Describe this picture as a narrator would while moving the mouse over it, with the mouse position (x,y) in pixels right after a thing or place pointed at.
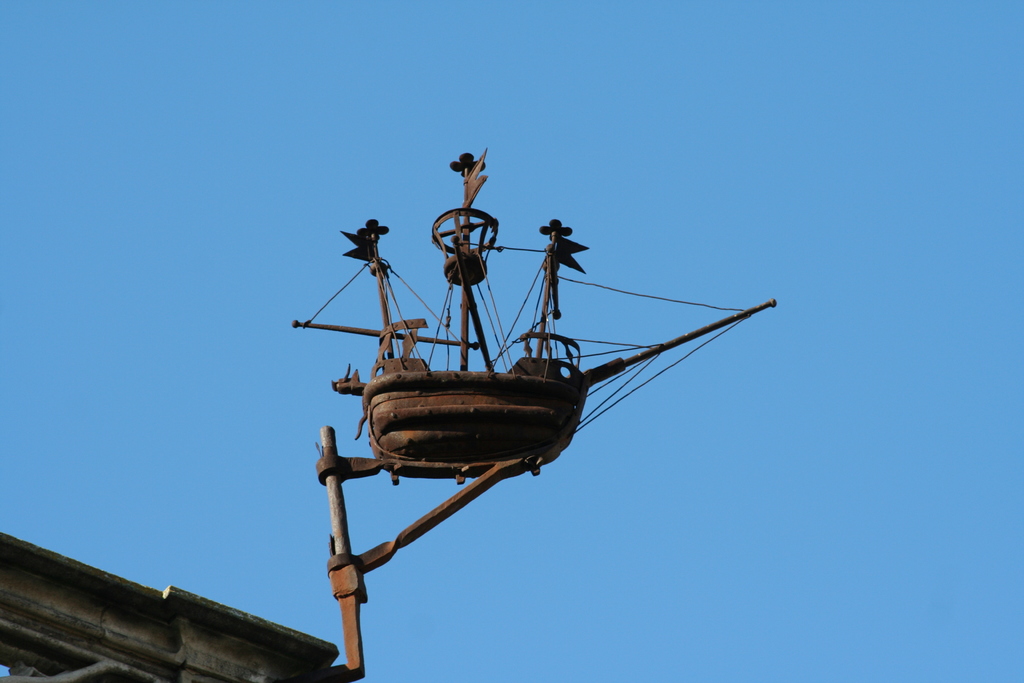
In this image I can see the metal object (347,617) and the object (556,255) is in brown color, background (282,261) the sky (239,66) is in blue color.
